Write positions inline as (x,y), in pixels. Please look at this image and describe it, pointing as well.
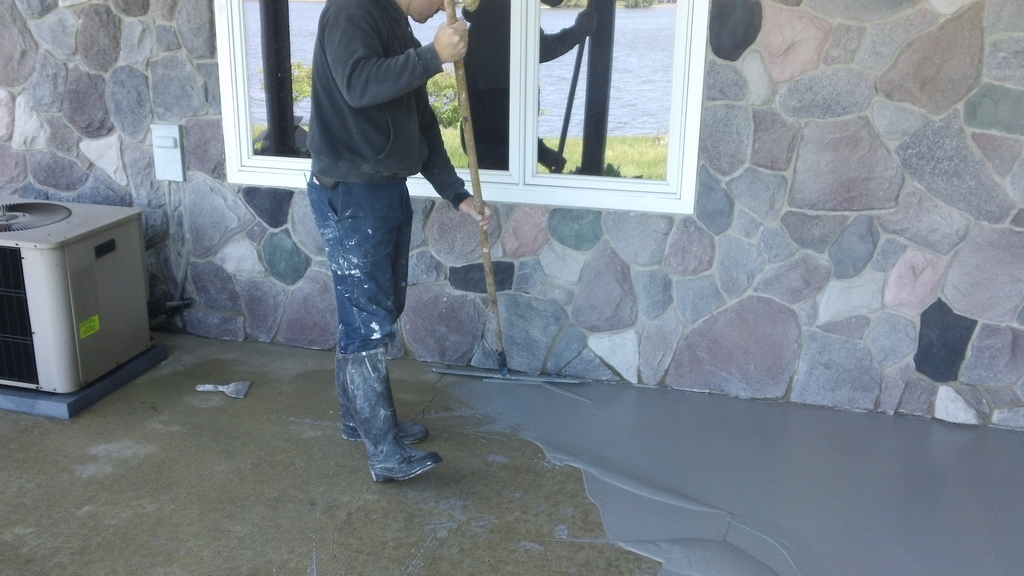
In this image there is a man (386,168) standing. He is holding a stick (478,189) in his hand (467,211). There is paint (731,508) on the floor (673,510). He is painting the floor (530,447). In front of him there are glass windows (653,92) to a wall (751,204). To the left (105,258) that is a cooler (56,287) on the floor (507,447).
